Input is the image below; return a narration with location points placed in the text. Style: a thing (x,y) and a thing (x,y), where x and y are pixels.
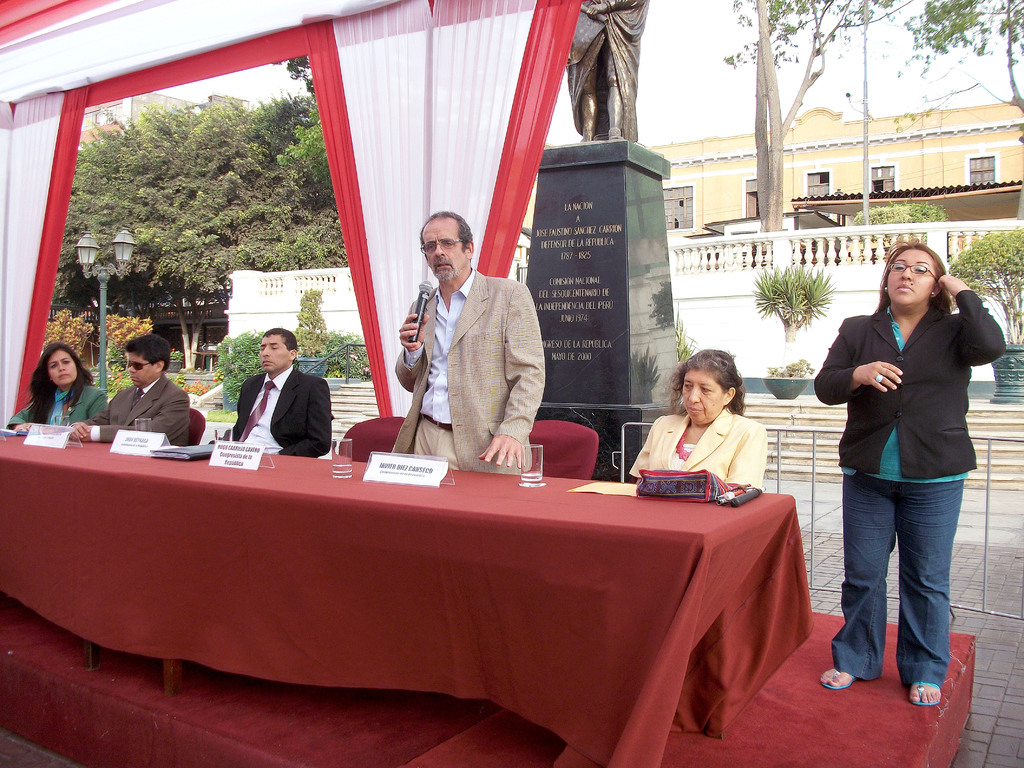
In this picture we can see six persons (488,376) and among this one person (464,350) is standing and talking on the mic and remaining persons (169,409) are listening to them there some are sitting on chair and one woman (857,383) is standing on stage (464,721) in front of them we can see table (429,503) and on table (299,461) there are name boards (434,465), glass (537,478) and in the background (357,205) we can see a statue (627,96), curtains (472,122), trees (202,153), poles (103,304), lamp (117,254) and a building (980,141) with fence (808,228), sheets (822,203) in front of it and above there is sky (679,71).
